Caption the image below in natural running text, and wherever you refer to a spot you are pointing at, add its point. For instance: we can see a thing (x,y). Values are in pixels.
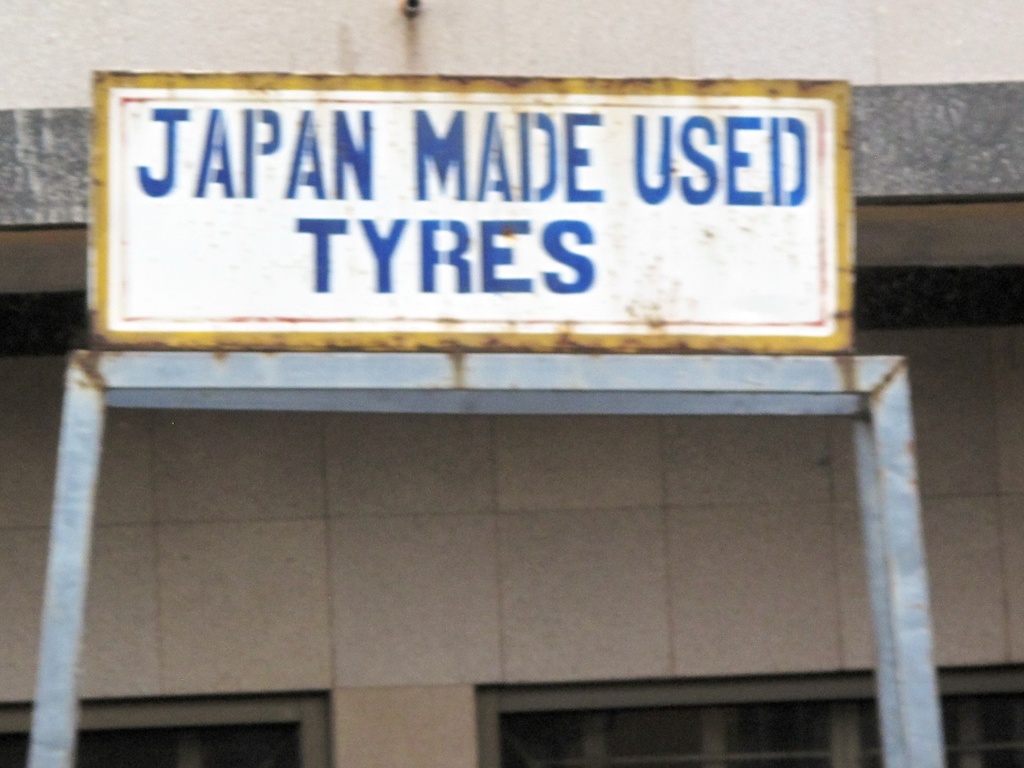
In this image, we can see a metal object (53,753). We can see a board (499,318) with some text (541,145). In the background (563,75), we can see the wall (966,225) with some objects (717,698) attached to it.
